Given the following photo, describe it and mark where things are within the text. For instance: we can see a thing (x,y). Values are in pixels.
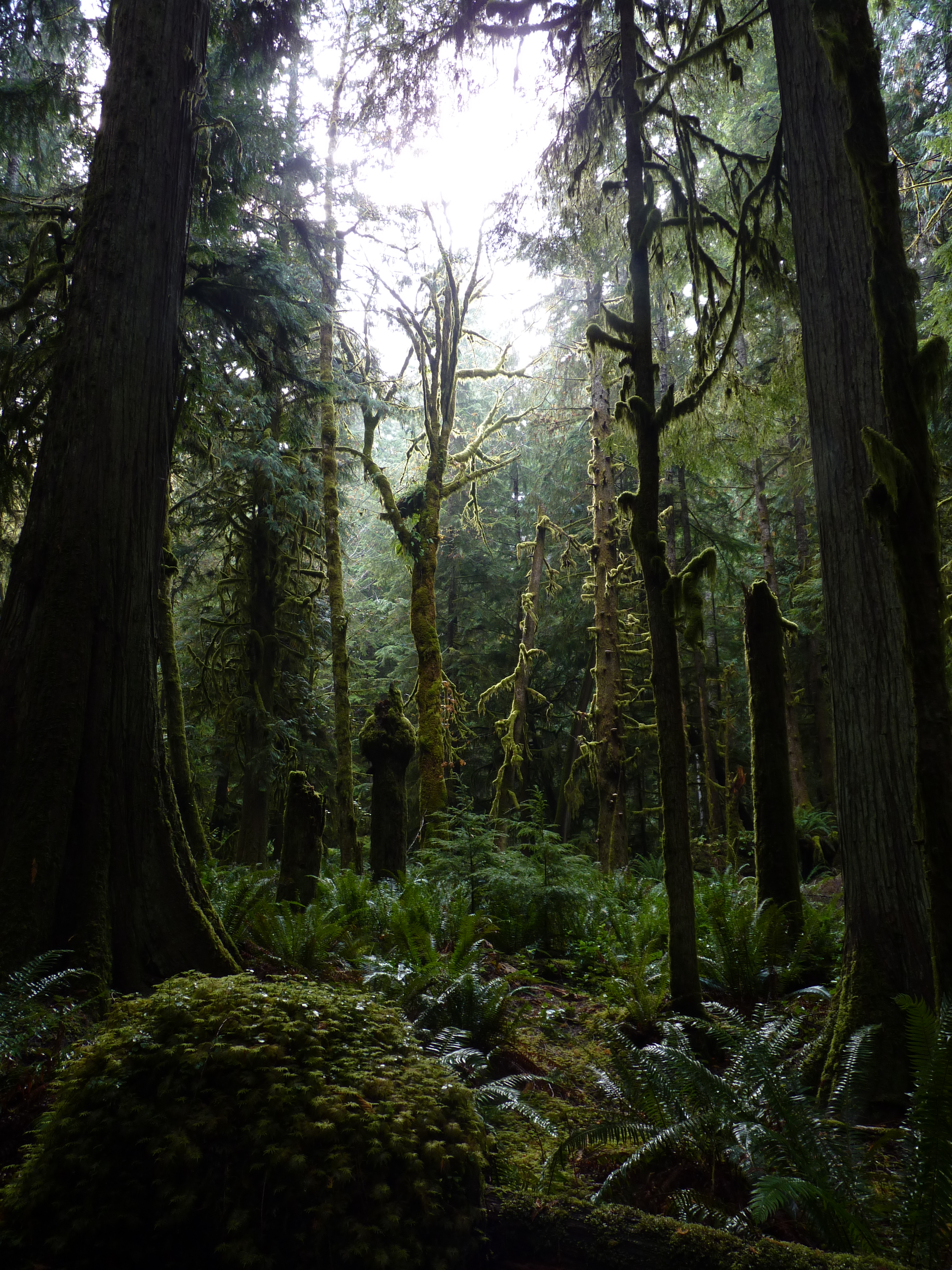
There are trees (938,511) and plants (867,1162) on the ground (530,1086). In the background (545,231), there is sky (407,162).
